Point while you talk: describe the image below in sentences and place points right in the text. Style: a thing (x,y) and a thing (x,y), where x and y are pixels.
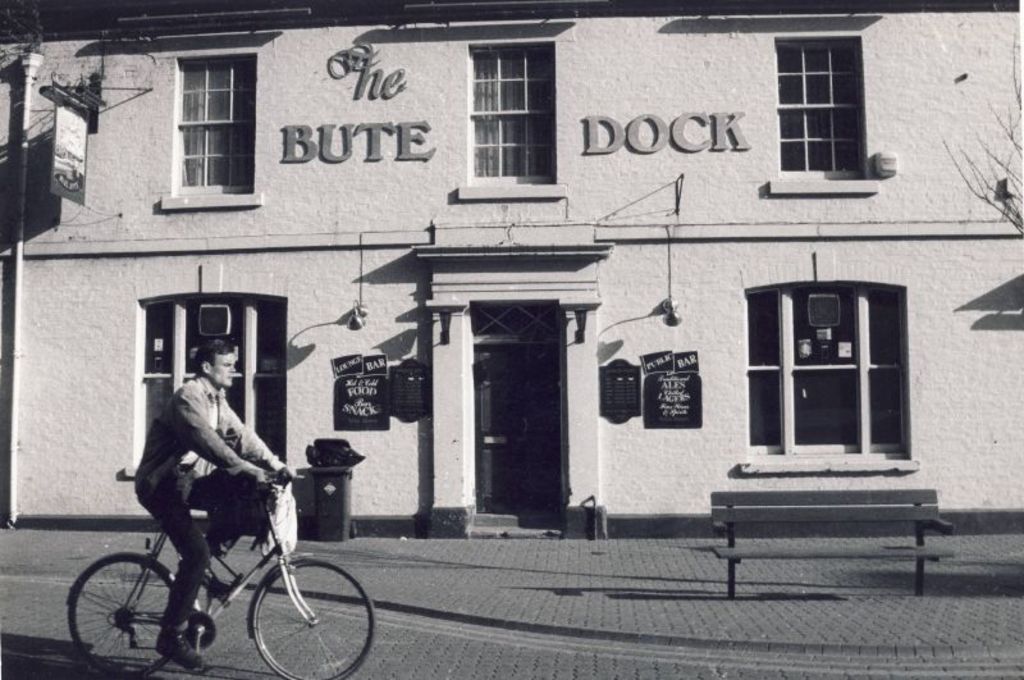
This image is clicked outside the house (590,475). There is a man (212,543) riding bicycle (262,595), he is wearing a jacket (265,471). In the background (331,218) there is a building (696,466), which is having windows (233,327), doors (533,357) and boards (688,356). And it is written The Bute Dock on the building (709,196).
